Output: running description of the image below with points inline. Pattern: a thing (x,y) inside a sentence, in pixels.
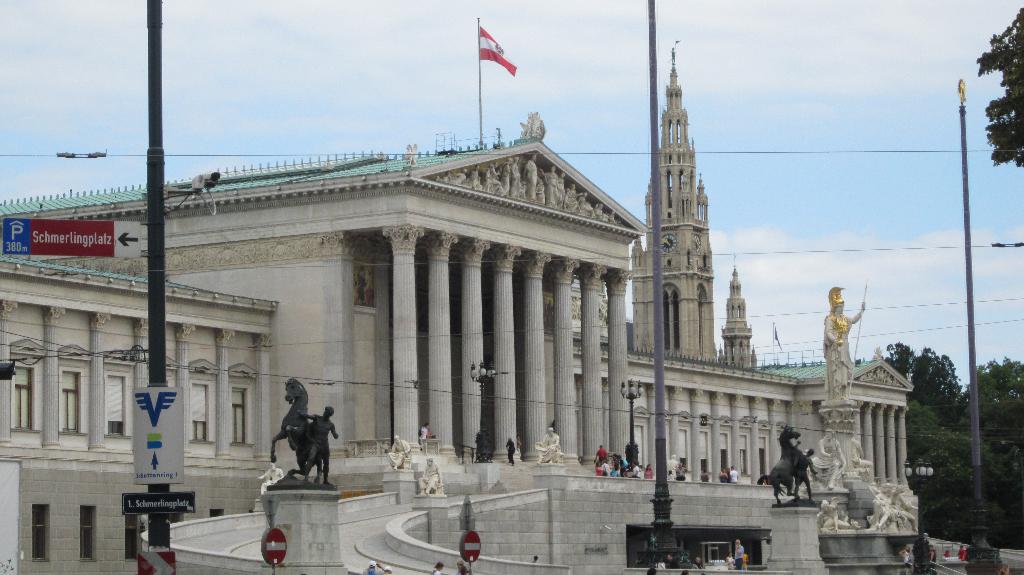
In this image we can see the Austrian parliament building (572,314), some statues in front of the building (486,181), some board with poles (154,251), some lights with poles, some people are standing, some people (740,552) are walking, some people (695,565) are sitting, some people (616,468) are holding some objects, some wires (55,352), two flags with poles (773,363), one black object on the left side of the image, one object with pole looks like a CCTV camera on the left side of the image (176,205), two blocks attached to the building wall (131,474), one white board (2,463) on the bottom left side (4,497) corner of the image, some trees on the ground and at the top (84,70) there is the cloudy sky (805,165).
